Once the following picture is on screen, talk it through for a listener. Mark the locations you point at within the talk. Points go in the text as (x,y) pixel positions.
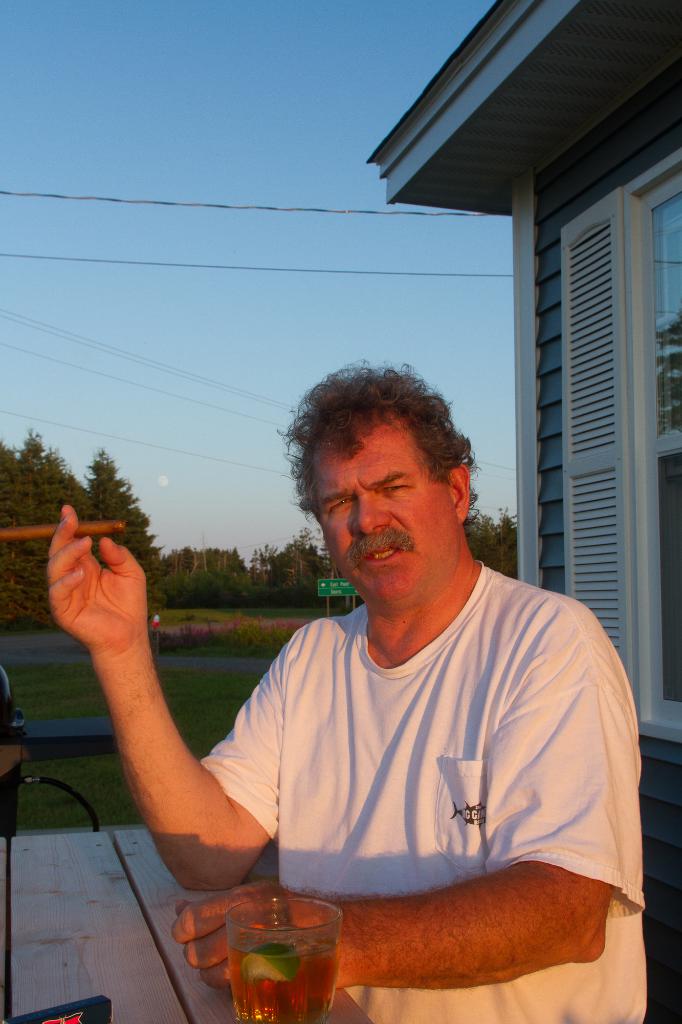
In this image, there is a table (7,1010), on that table (121,943) there is a glass (285,1005) which contains wine (309,1022), there is a man (492,796), he is wearing a white color t-shirt (423,789), at the right side (520,537) there is a house (555,199), at the background (194,675) there is grass (214,709) on the ground (194,707) and there are some green color trees (38,475), at the top (102,254) there is a blue color sky (114,211).
